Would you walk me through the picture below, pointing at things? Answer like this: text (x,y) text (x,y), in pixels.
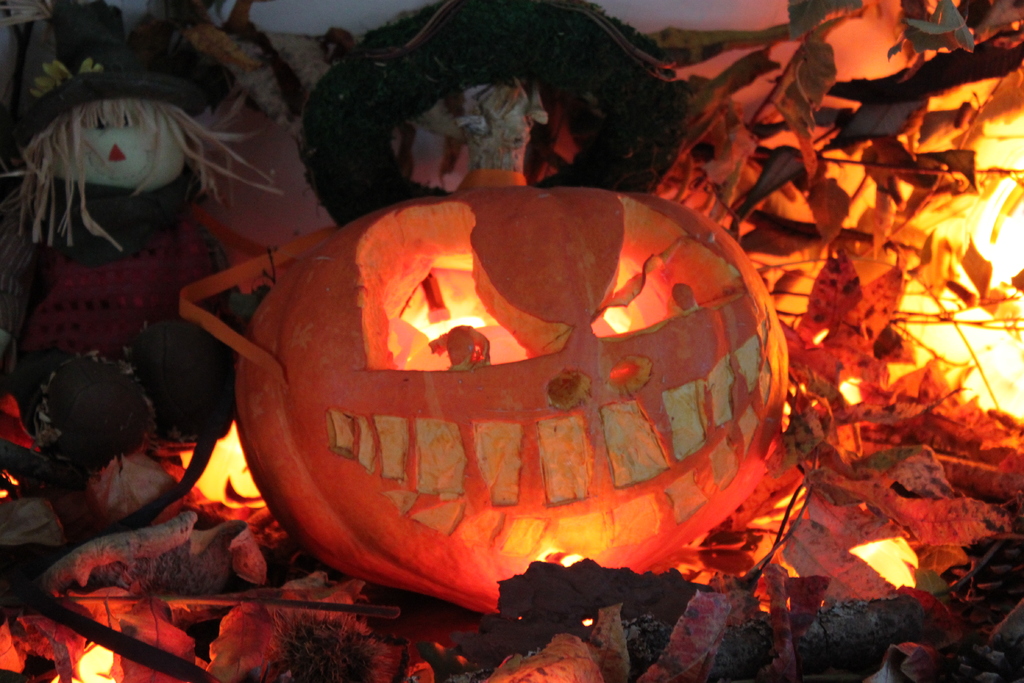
In the picture I can see a pumpkin (367,303) in the middle of the image (409,347) and there are few lights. I can see a scarecrow doll (157,210) on the top left side of the picture (146,125).
